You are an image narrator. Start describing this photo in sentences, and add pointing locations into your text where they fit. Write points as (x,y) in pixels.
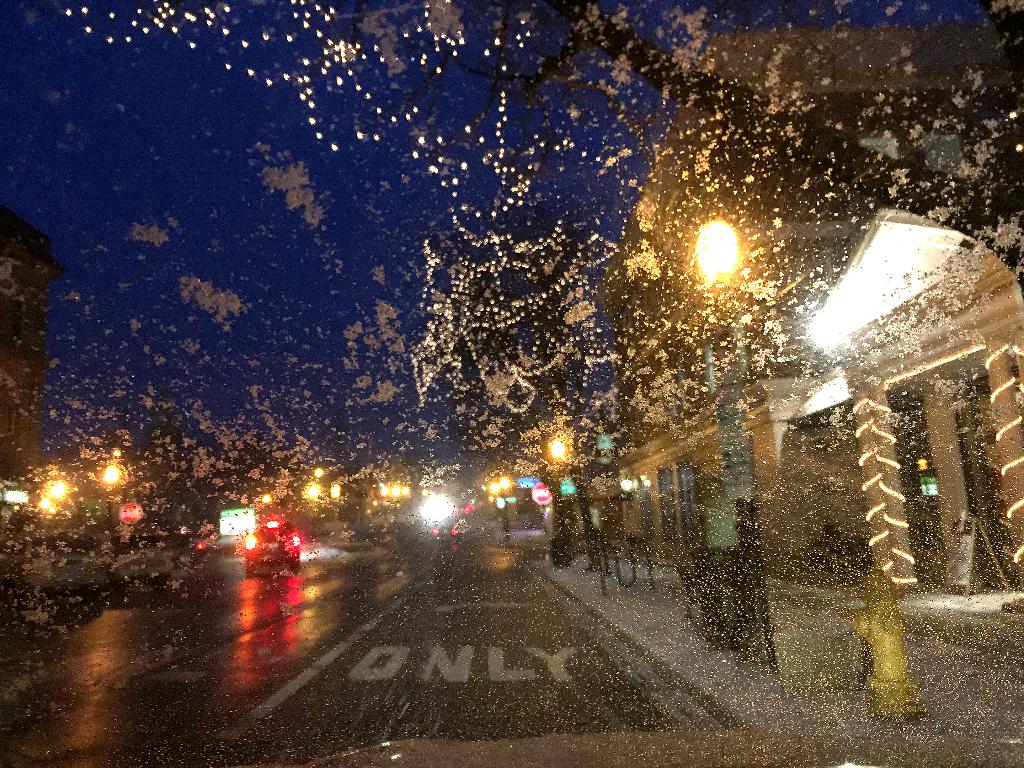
In this image we can see a road (238,565) and there are vehicles (273,543) on the road (120,635). On the right (989,521) there is a shed (989,521) and we can see lights (717,247). In the background (242,382) there is sky (232,218).
